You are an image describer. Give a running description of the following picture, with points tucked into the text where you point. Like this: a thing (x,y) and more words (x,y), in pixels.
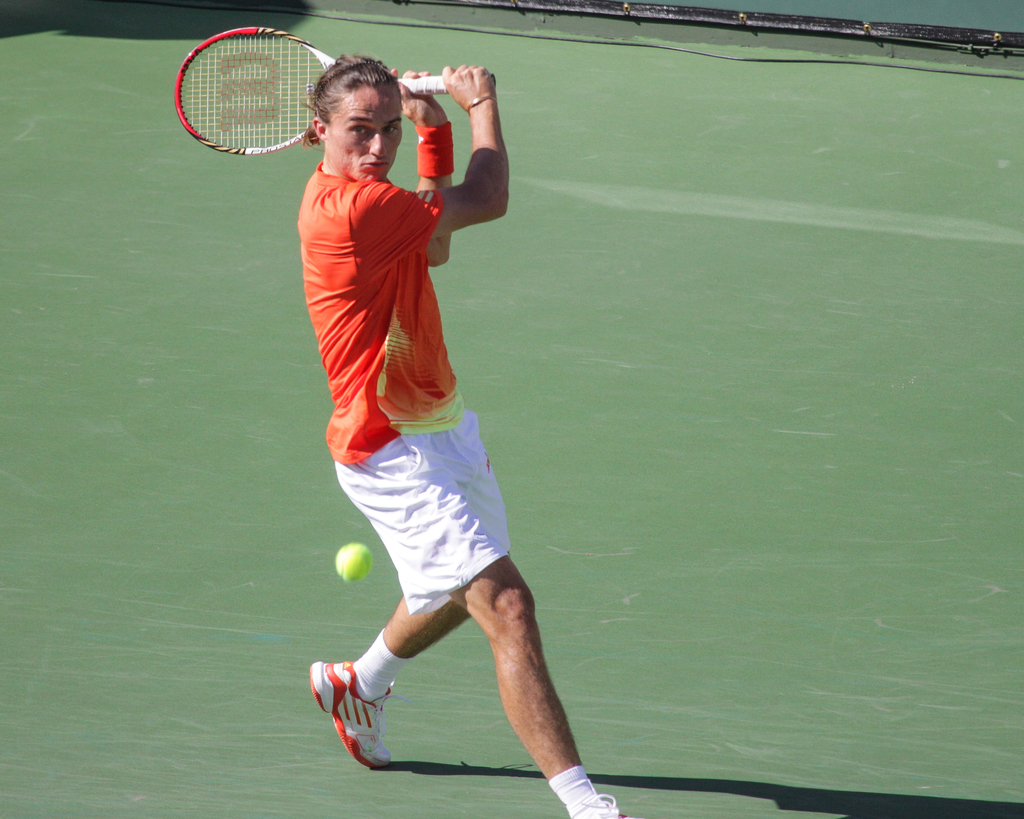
In the picture we can see a person (454,553) running and hitting a tennis ball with a tennis bat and the person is wearing an orange T-shirt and white shoe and socks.
